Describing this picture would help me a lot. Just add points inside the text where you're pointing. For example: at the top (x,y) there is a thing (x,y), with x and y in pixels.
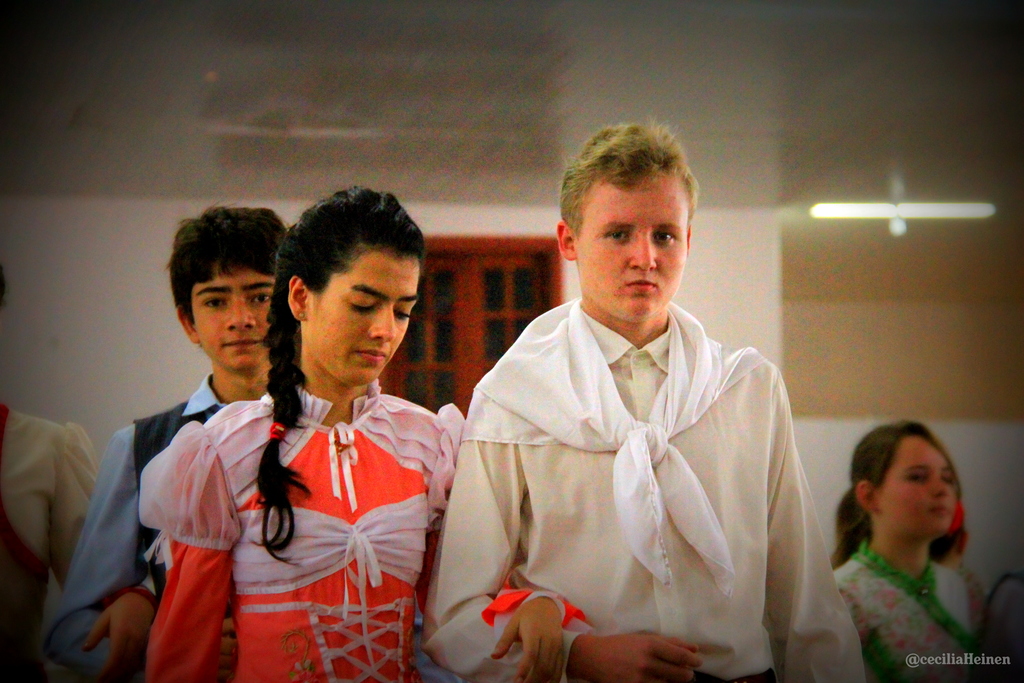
At the bottom of this image (682,527), there are persons (476,417) in different colored dresses (407,525). On the bottom right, there is a watermark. In the background (1014,257), there is a window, a light (982,213) and a wall (32,352).
